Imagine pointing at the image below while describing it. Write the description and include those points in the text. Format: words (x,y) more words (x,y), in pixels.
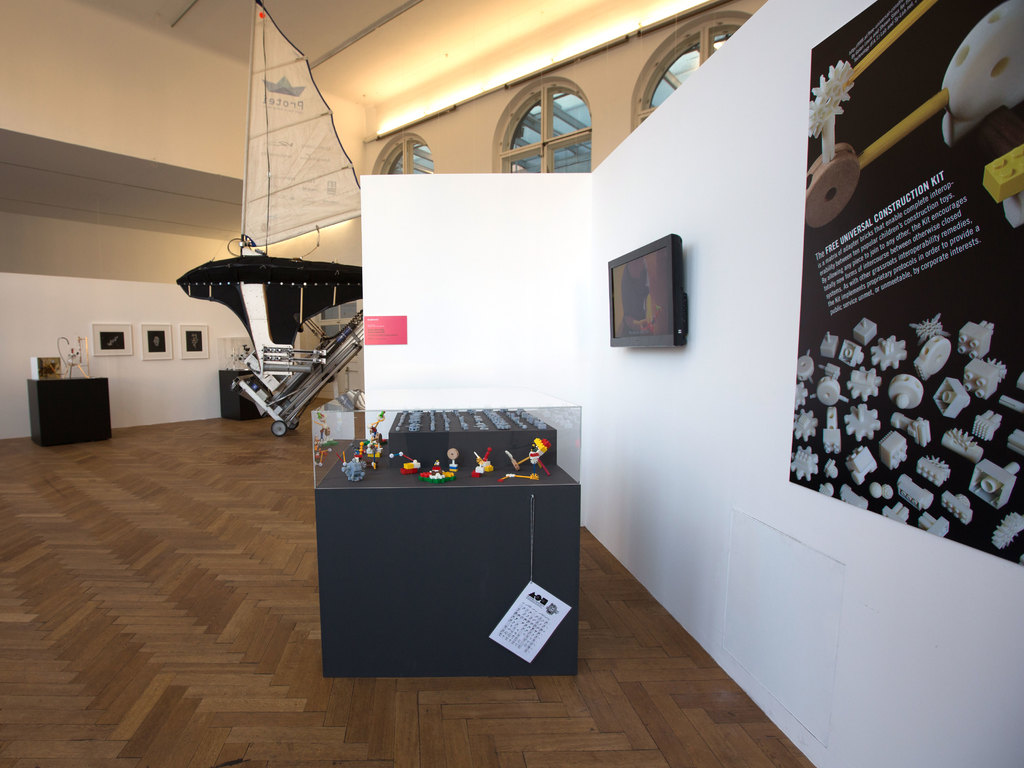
In this image I see 3 black color tables (89,416) on which there are few things (37,366) and I see a TV (650,269) over here and I see few words (943,185) and few things (981,37) on this poster (872,209) and I see the floor (37,732). In the background (200,413) I see the wall (15,278), windows (428,160), lights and a thing (256,38) over here.
